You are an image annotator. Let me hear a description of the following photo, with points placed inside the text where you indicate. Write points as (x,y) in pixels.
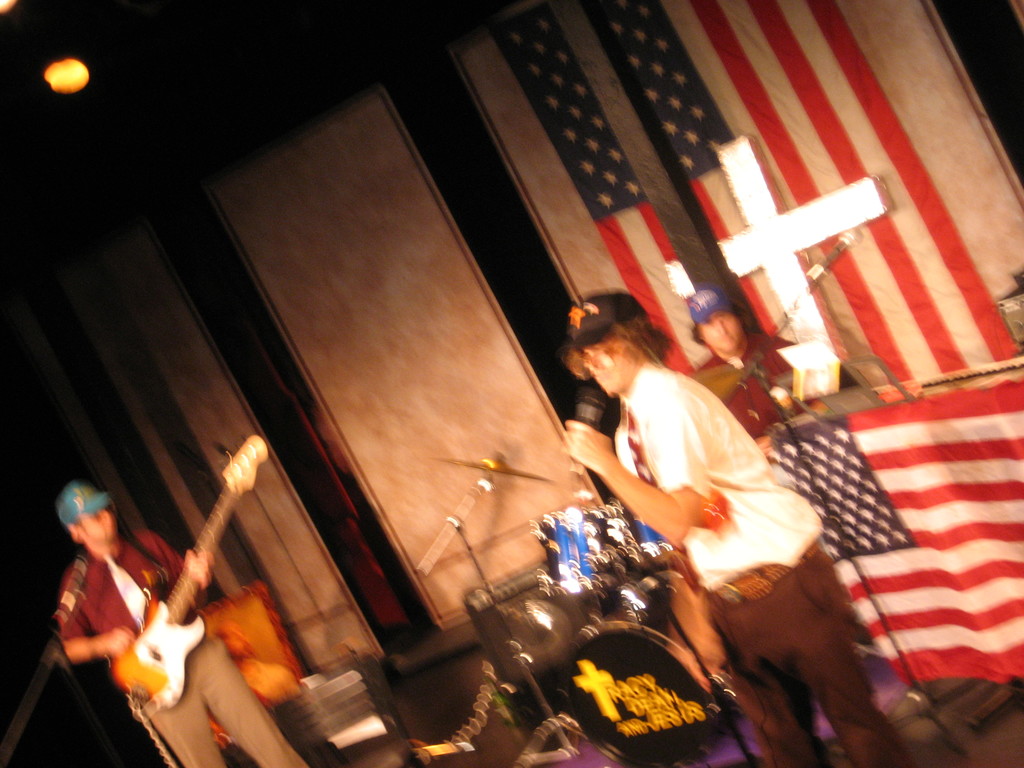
In the image there are few people (246,701) playing music instruments (609,594) and around them there are some other musical equipment (364,659), behind them there is an american flag (854,462) and in the background (476,280) there is a wall (156,353).
